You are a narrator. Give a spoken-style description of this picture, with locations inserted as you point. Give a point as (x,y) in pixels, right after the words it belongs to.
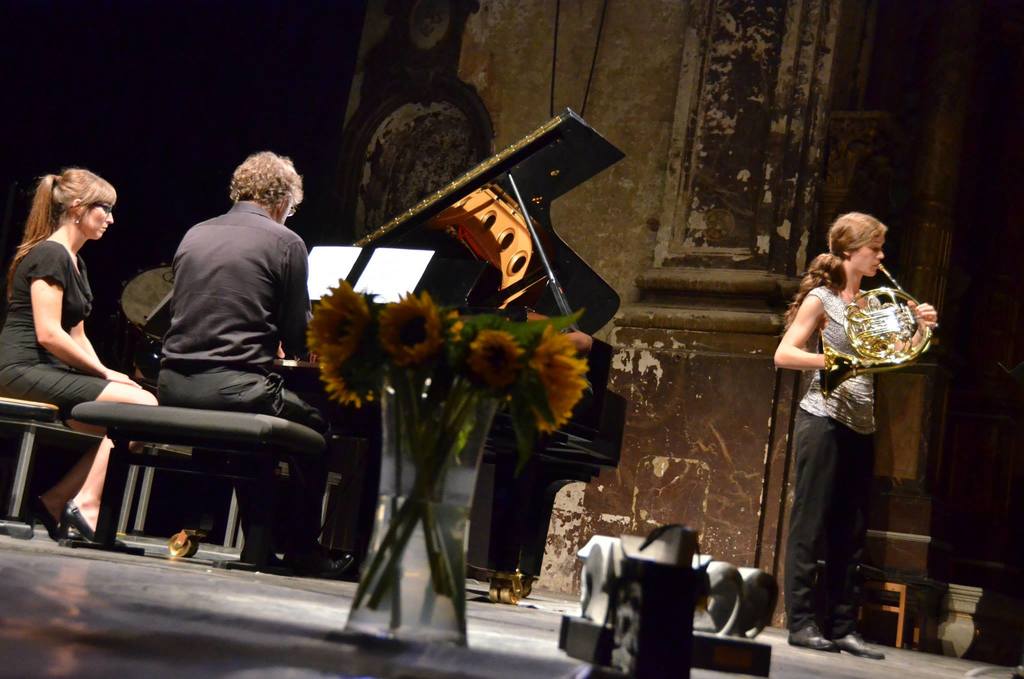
In the image we can see two people (167,345) sitting and one is standing, they are wearing clothes (47,371) and shoes (83,527). Here we can see musical instruments (536,241), flowers (460,333) and the floor (151,629). Here we can see the papers (374,274), chair (893,592) and the wall (565,201).
